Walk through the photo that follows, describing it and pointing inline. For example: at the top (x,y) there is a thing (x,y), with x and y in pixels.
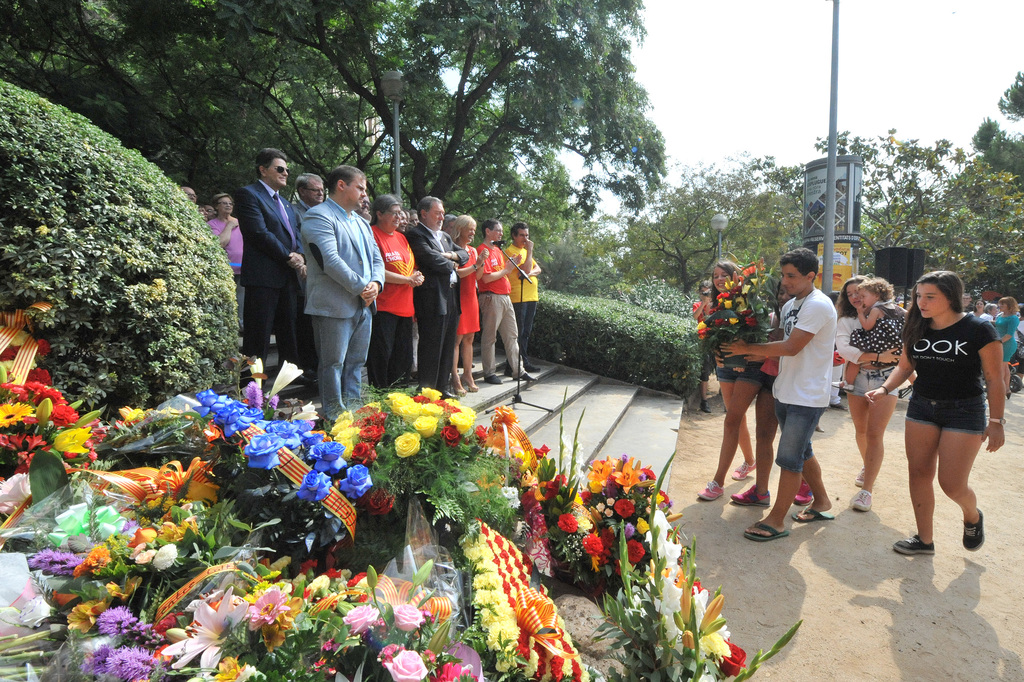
There are group of people (416,224) standing on the stairs (491,394). This looks like a mike (502,250) with the mike stand (516,400). I can see the man (794,283) and woman (729,413) holding a flower bouquet (740,328) and walking. These are the bushes (602,332). I can see a bunch of colorful flower bouquets (233,615). These are the trees (583,138). This looks like a street light (721,231). I can see few people (960,329) walking.
